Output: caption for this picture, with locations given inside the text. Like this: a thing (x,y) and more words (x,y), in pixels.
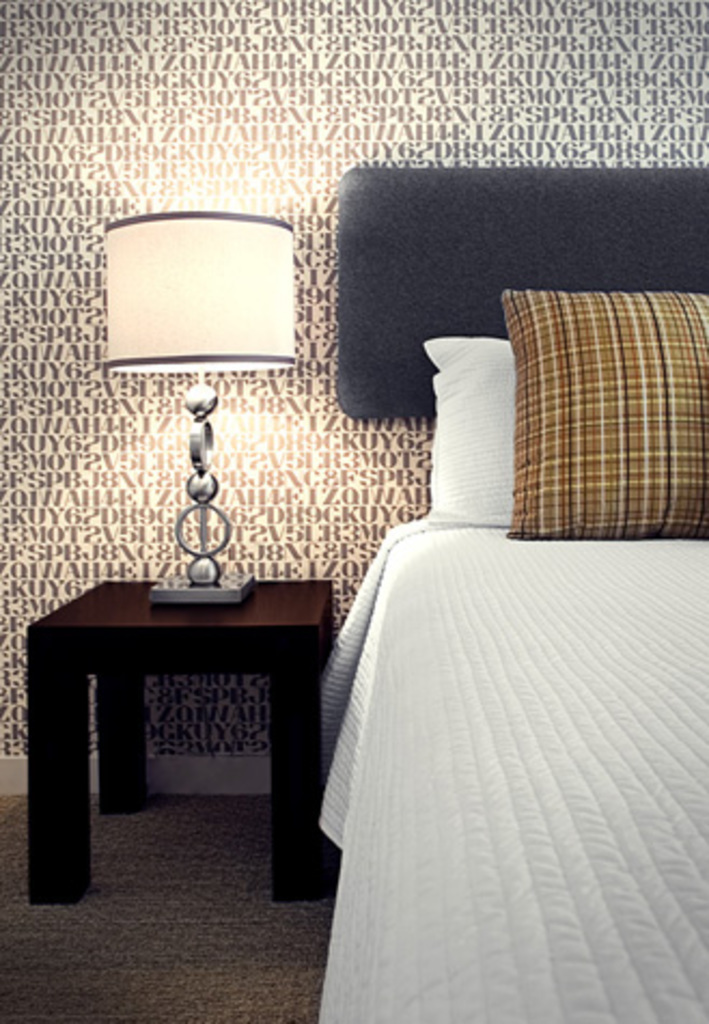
This picture is of inside the room (439,246). On the right (557,652) there is a bed (596,759) on the top of which two pillows (606,403) are placed. On the left (65,639) there is a side table (235,634) on the top of which a side lamp (214,333) is placed and we can see the floor (220,961) covered with the carpet (225,902) and in the background (148,13) there is a wall (30,309) with the wall art (607,77).
